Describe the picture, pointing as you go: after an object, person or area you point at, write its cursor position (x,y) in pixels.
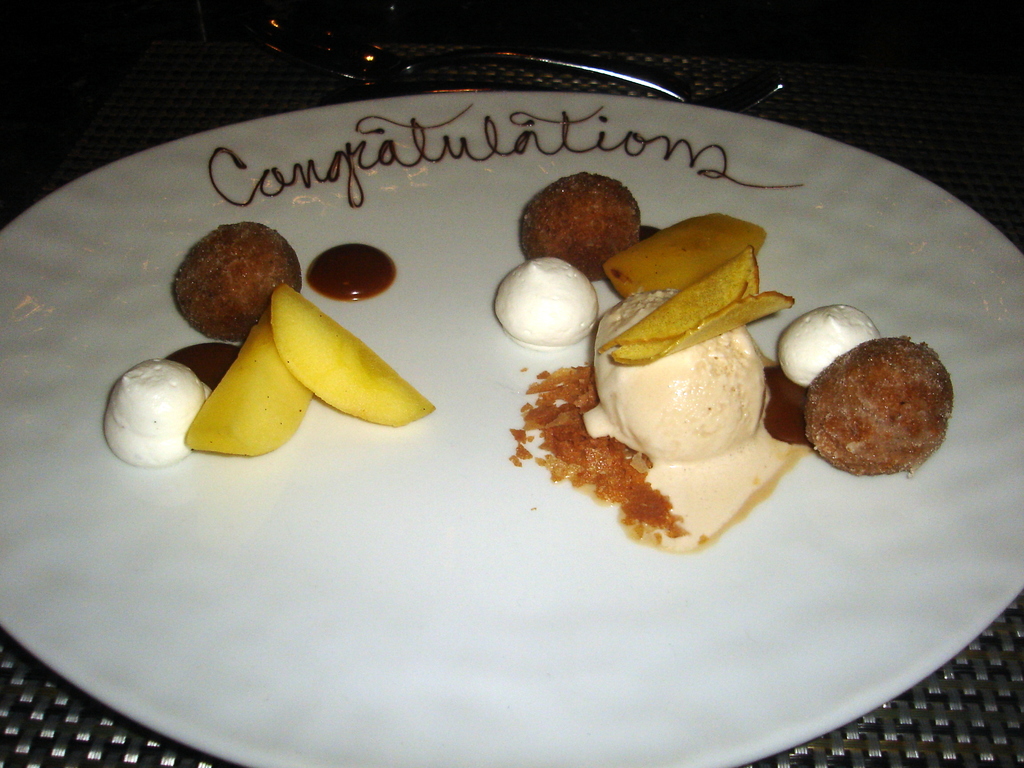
In this image, I can see a plate (903,568), which contains a scoop of ice cream (683,394) and few other food items (365,391) on it. This plate (670,656) is placed on the table (934,702). In the background (653,77), that looks like a spoon (401,58).
